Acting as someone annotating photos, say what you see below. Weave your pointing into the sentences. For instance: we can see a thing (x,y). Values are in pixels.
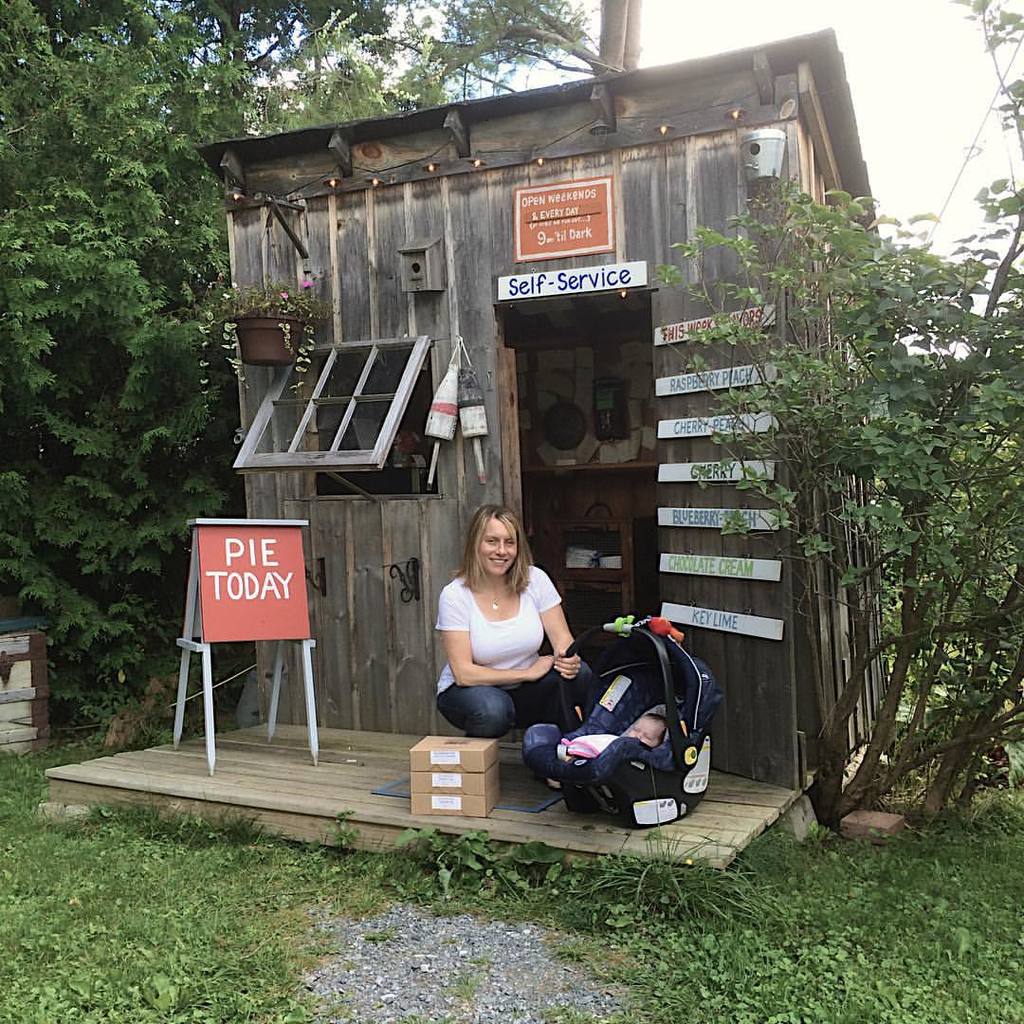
In this image we can see a wooden house (632,454). in front of it one woman (536,667) is sitting and in one stroller (665,770) one baby (663,729) is there. The land (649,980) is full of grass (823,930). Both side of the image trees (885,398) are present.
